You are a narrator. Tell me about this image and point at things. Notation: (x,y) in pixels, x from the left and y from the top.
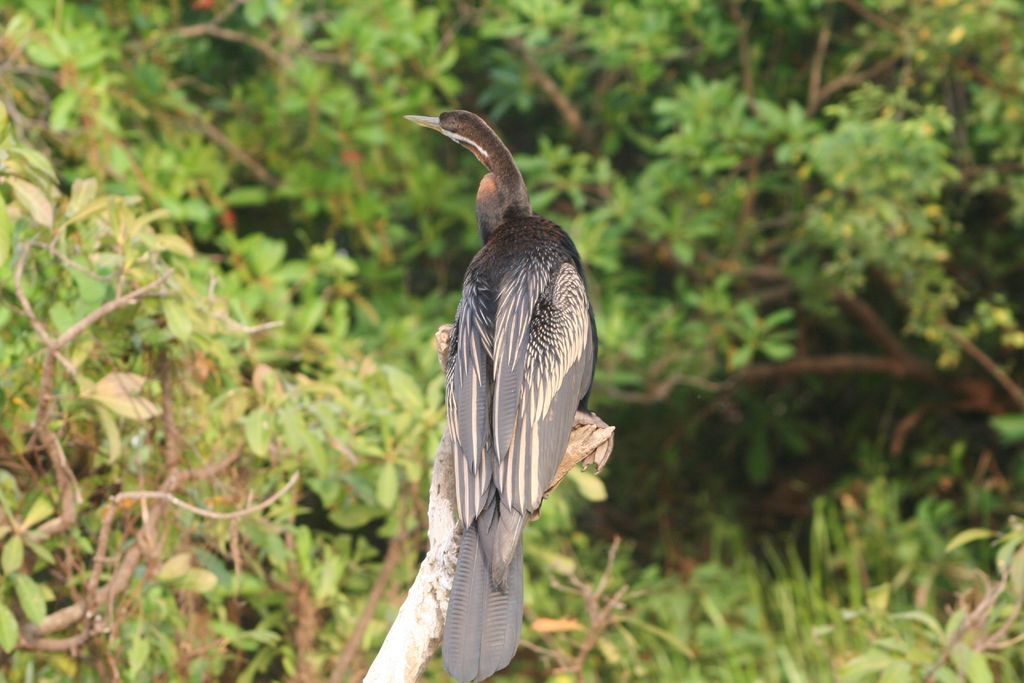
This image is taken outdoors. In the background (341,568) there are many trees (877,391). In the middle of the image (516,334) there is a bird (476,394) on the bark (433,606).
